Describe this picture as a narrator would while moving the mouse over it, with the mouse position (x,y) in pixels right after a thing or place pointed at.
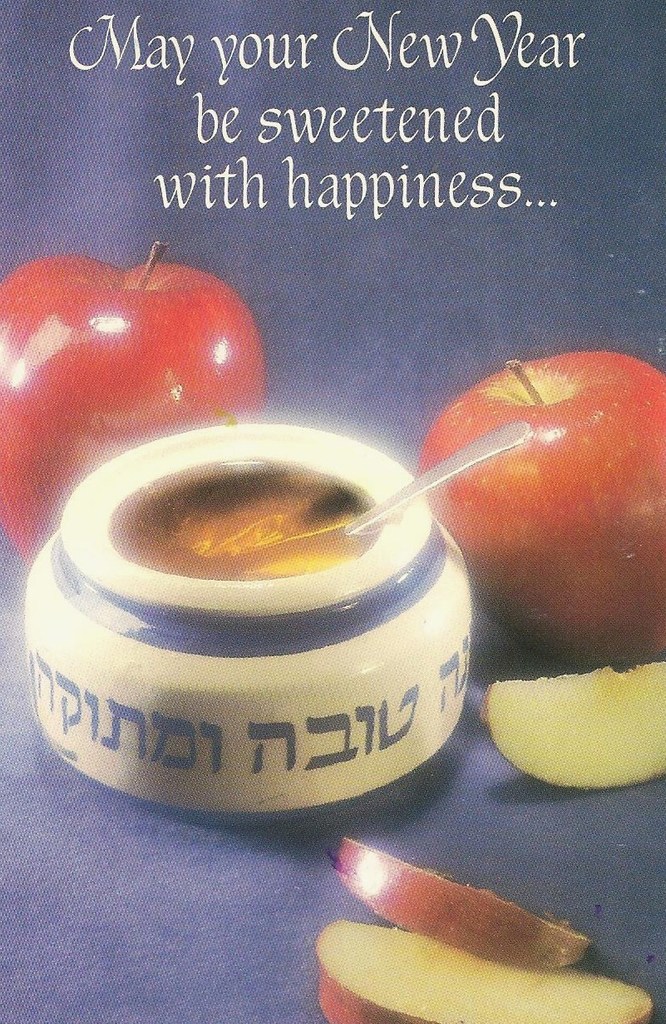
This is a zoomed in picture and seems to be an edited image. In the center (222,385) we can see the two apples (148,361) and a jar (224,612) containing some food item (264,520) and a spoon (465,455) and we can see the sliced apples (399,888). At the top (333,178) there is a text (333,178) on the image.
